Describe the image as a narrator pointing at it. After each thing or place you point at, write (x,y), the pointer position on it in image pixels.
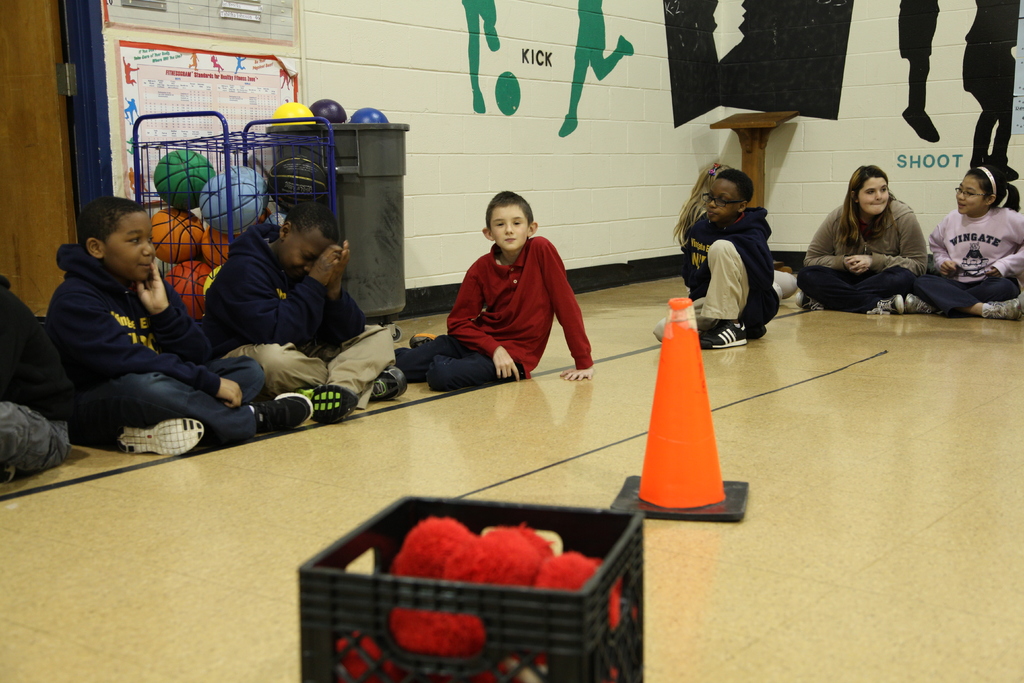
These people (973,236) are sitting on the floor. On this floor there are containers (362,231) and traffic cones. In that containers (339,185) there are balls (233,194). Posters (165,94) and paintings (594,64) are on the wall (495,67). In-front of this wall (794,257) there is a podium (753,135).
